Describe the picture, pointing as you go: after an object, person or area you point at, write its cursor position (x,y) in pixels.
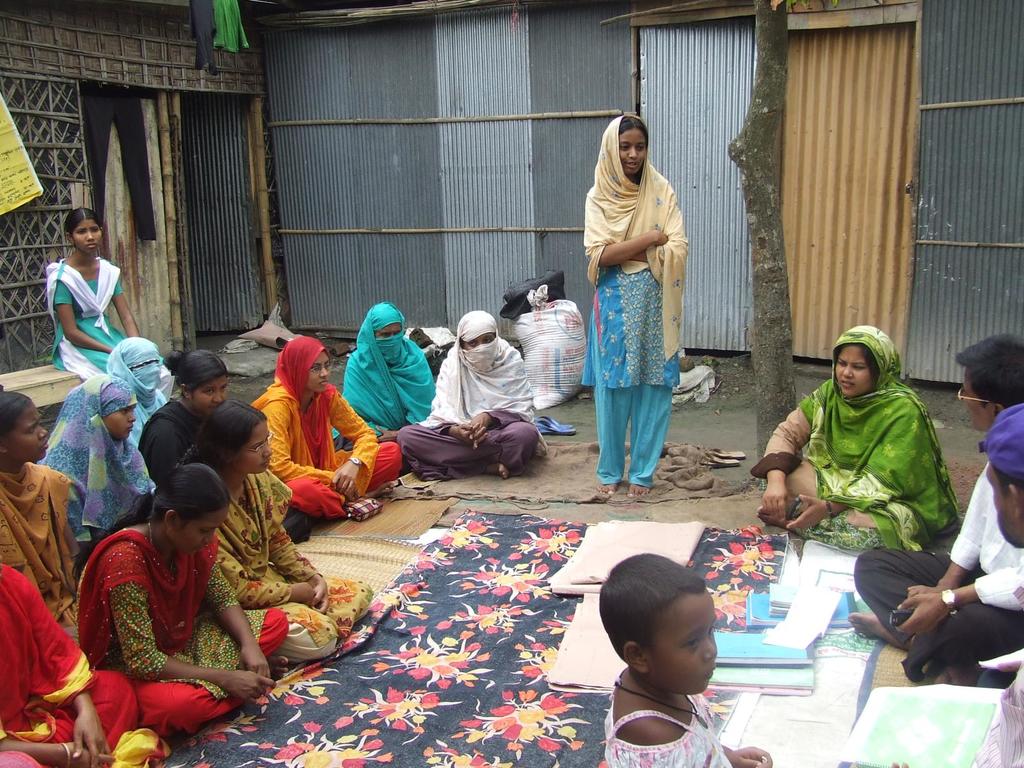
In this image I can see in the middle (618,305) a girl (594,268) is standing and speaking, a group of people (425,410) are sitting around. At the back side (386,159) there are iron sheds (418,136), in the middle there are books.
